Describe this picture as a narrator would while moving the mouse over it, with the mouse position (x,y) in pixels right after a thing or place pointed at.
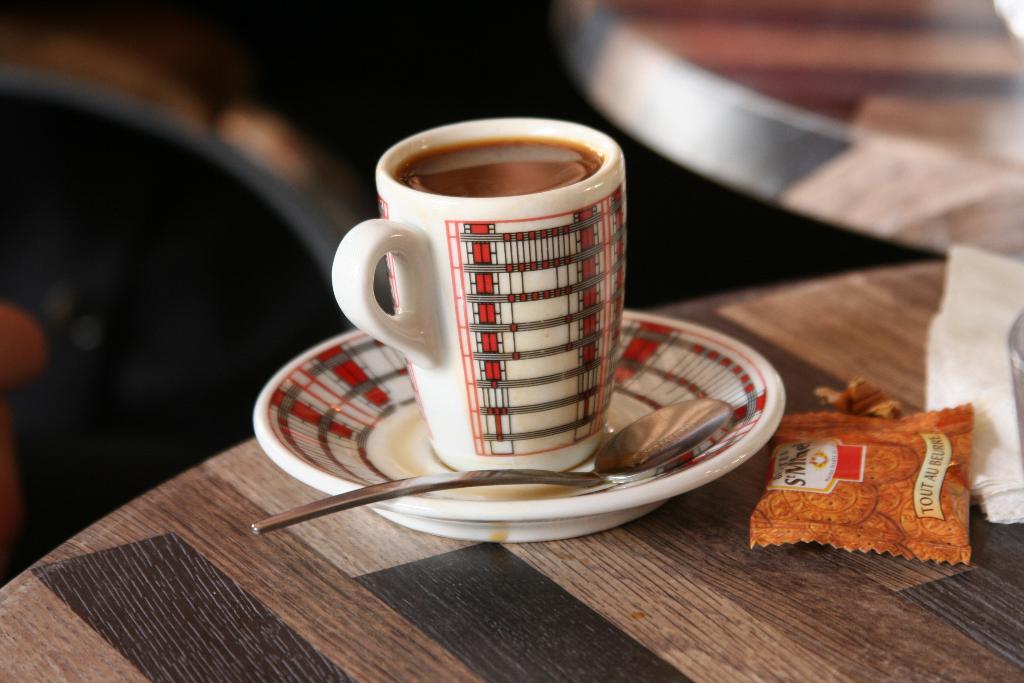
In this picture there is a coffee (522,188) in the cup (507,255) and there is a saucer (512,493) below it and there is a spoon (624,445) beside it and there are some other objects (915,429) in the right corner (919,439).
